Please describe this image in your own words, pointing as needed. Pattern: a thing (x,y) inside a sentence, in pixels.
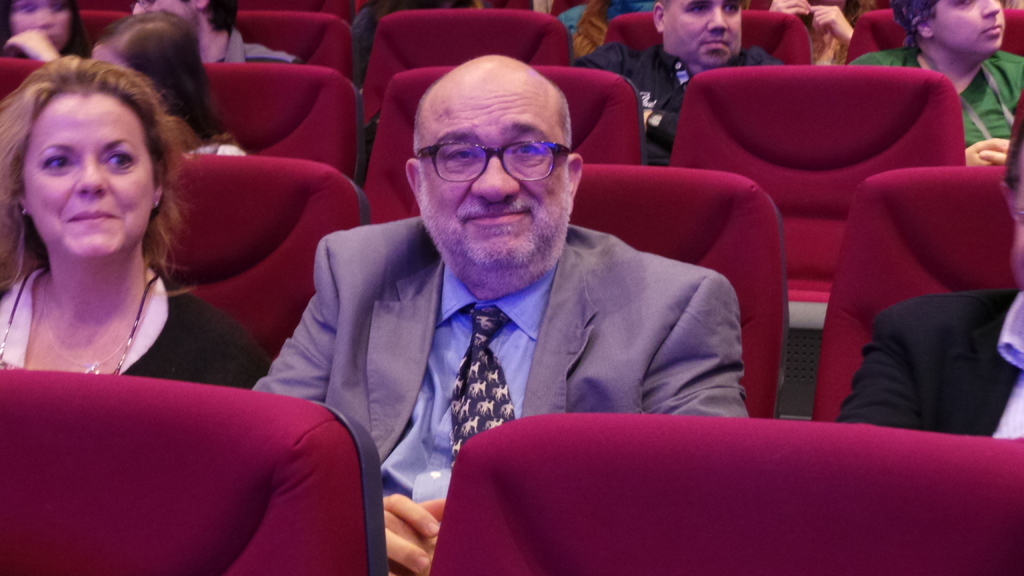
This image is clicked inside an auditorium (792,341). There are so many chairs (872,225), there are so many people (483,168) sitting in chairs (803,89). In the middle of the image (601,251) there is an old man (592,374) who is sitting in the chair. He is wearing blazer (540,357), black tie (489,358) and specs (520,168), on the left side (82,118) a woman (92,166) is sitting she is wearing a chain (97,370), black dress (191,349).
